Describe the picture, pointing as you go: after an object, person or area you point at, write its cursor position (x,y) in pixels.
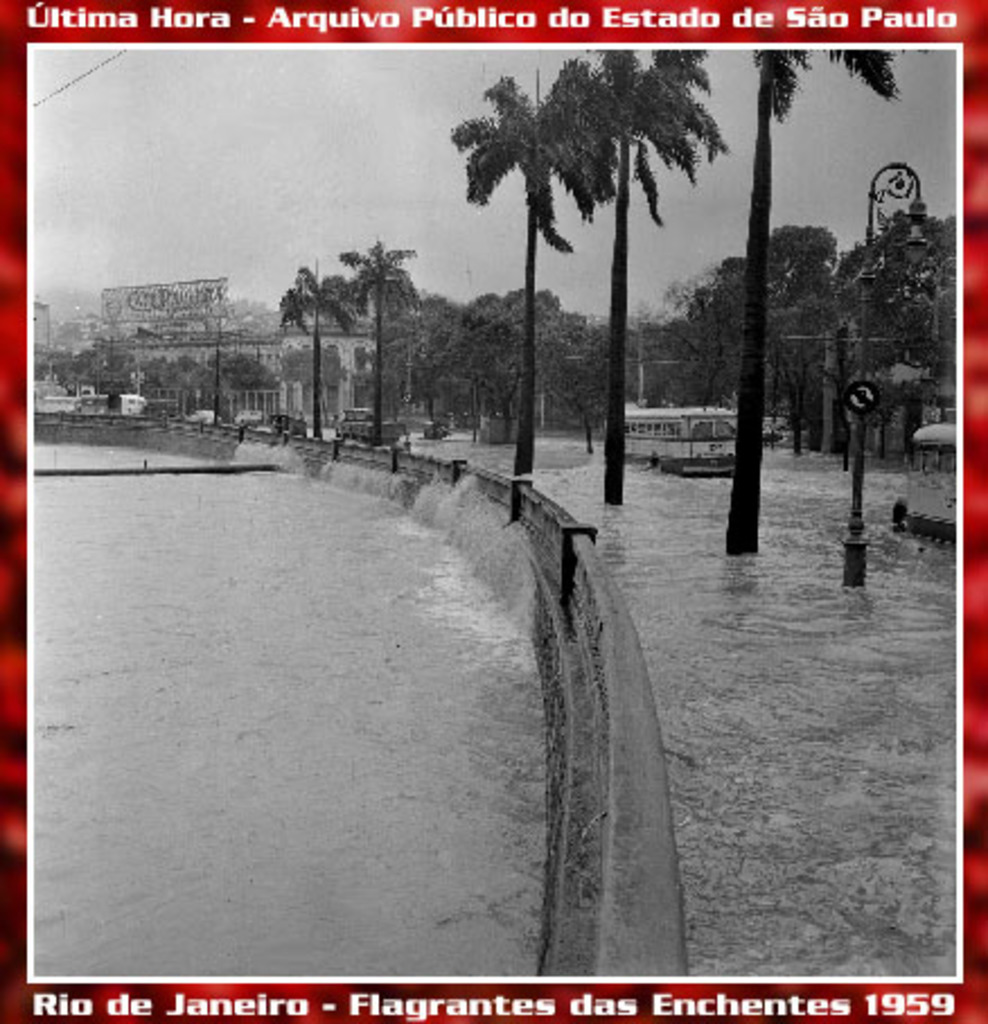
In this picture we can see poster (331,984), in this poster (384,864) we can see vehicles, water (541,711), trees (672,377), poles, light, building (207,334) and board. In the background of the image (288,130) we can see the sky (258,134).
